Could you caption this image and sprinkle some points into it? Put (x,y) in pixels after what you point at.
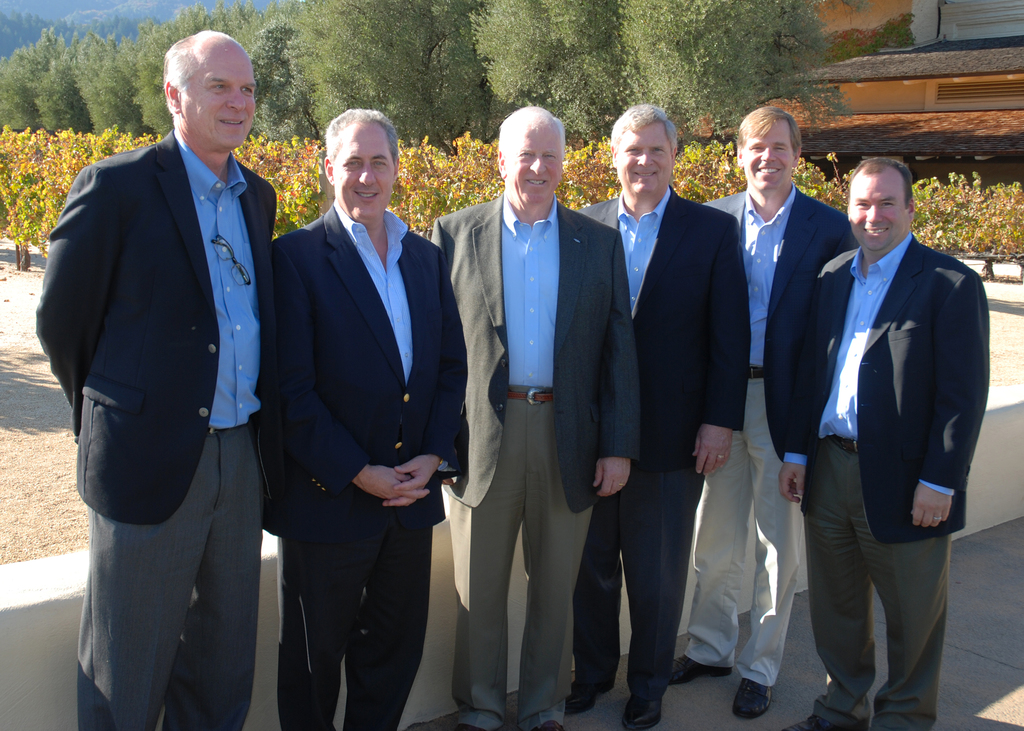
In the middle of the image (524,477) few persons (524,477) are standing and smiling. Behind them we can see a wall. Behind the wall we can see plants (986,200), trees (356,7) and buildings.
